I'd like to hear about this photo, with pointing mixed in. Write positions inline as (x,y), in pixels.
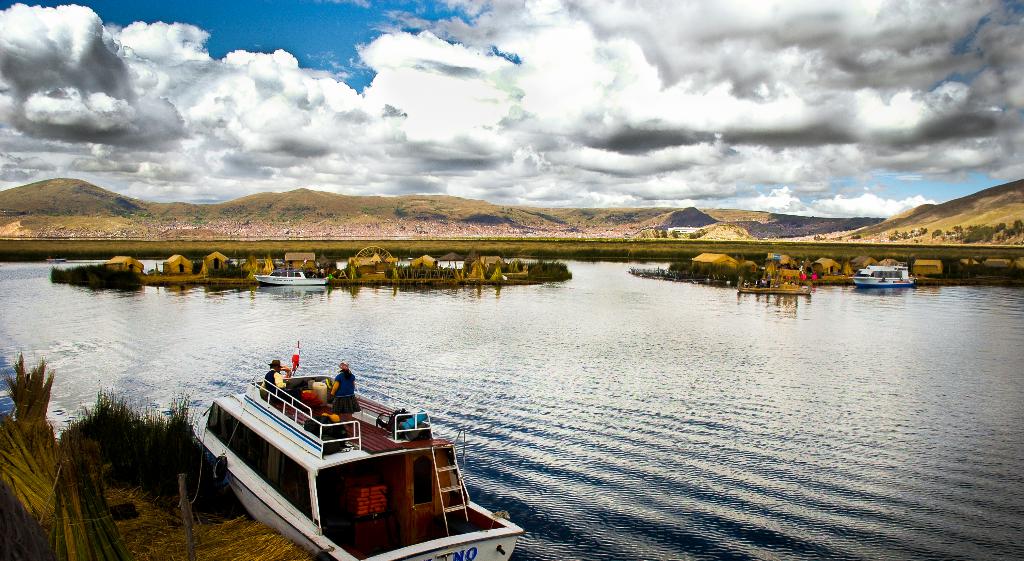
In this image we can see some persons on boat (421,508) placed in the water (552,526). In the foreground (234,522), we can see some grass (168,523). In the background (111,266), we can see a group of huts (311,263) and boats (272,279), mountains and the cloudy sky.
